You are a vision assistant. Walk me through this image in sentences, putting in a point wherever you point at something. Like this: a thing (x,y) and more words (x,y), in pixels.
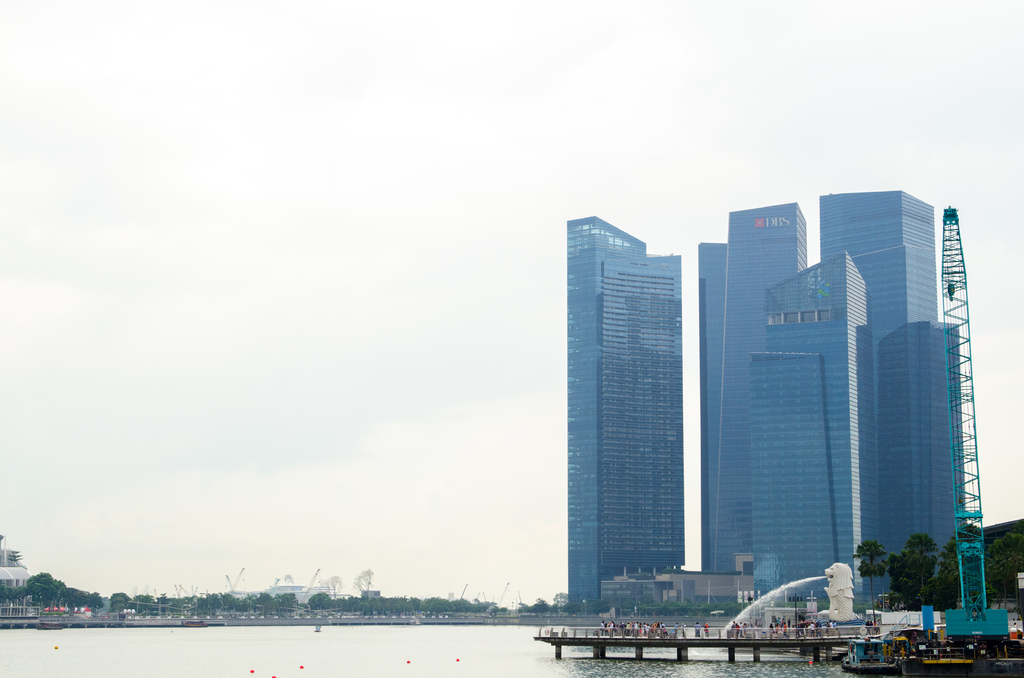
This image is taken outdoors. At the top of the image (234,203) there is a sky (122,150) with clouds (529,96). At the bottom of the image (449,652) there is a river (182,662) with water (667,671). On the right side of the image (953,570) there are a few skyscrapers (720,348), buildings (812,560), trees (910,565) and plants (669,608). There is a bridge (620,631) with pillars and railings (770,632). There is a fountain (837,601) and a few people (832,626) are standing on the bridge (866,635). In the background (114,596) there are many trees (35,590), plants (16,589), houses (16,574) and a few cranes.
